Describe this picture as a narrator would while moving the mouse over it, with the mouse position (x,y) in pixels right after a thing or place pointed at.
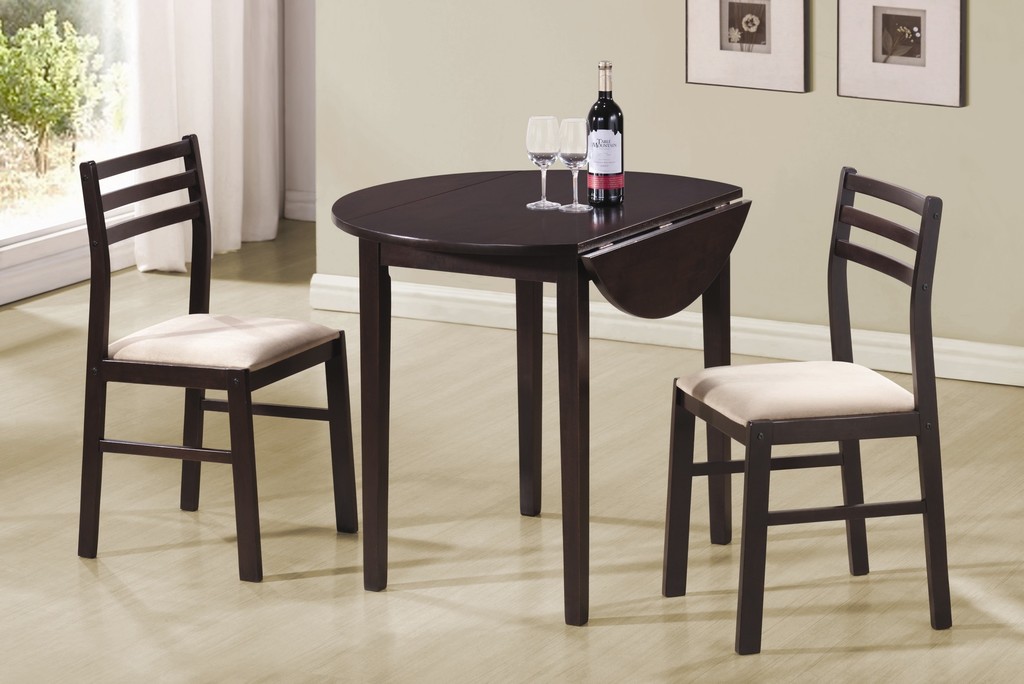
In this picture we can observe a table (457,210) on which a wine bottle (603,129) and two glasses (541,142) were placed. There are two chairs (792,378). In the background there are some photo frames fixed to the wall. In the left side (264,222) there is a white color curtain (186,76) and a glass door (45,66), through which we can observe some plants (42,93).
